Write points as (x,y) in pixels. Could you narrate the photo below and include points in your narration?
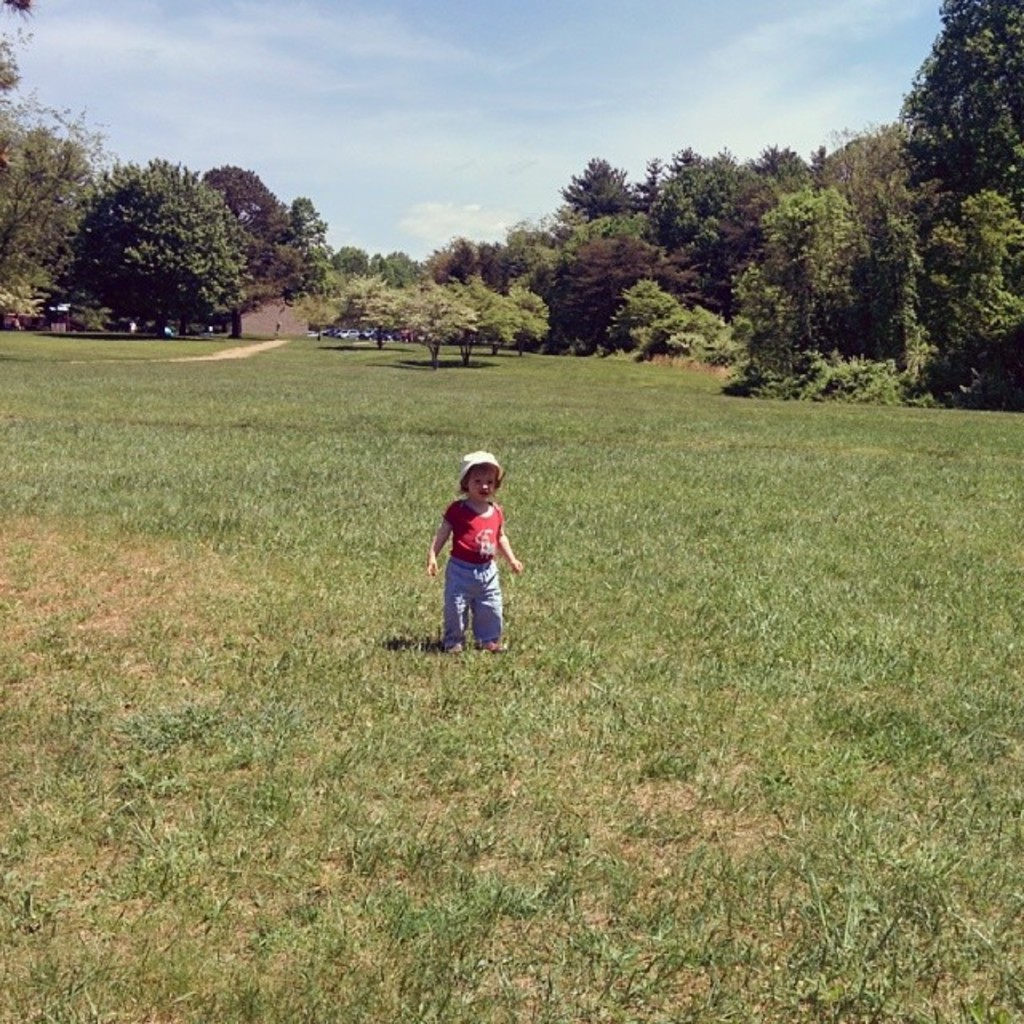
In this image in the center (472,560) there is one baby (455,554) who is standing, and at the bottom (757,830) there is grass (390,426). In the background (126,264) there are some vehicles (336,328) and trees (704,270), and at the top of the image (491,81) there is sky (455,62).
